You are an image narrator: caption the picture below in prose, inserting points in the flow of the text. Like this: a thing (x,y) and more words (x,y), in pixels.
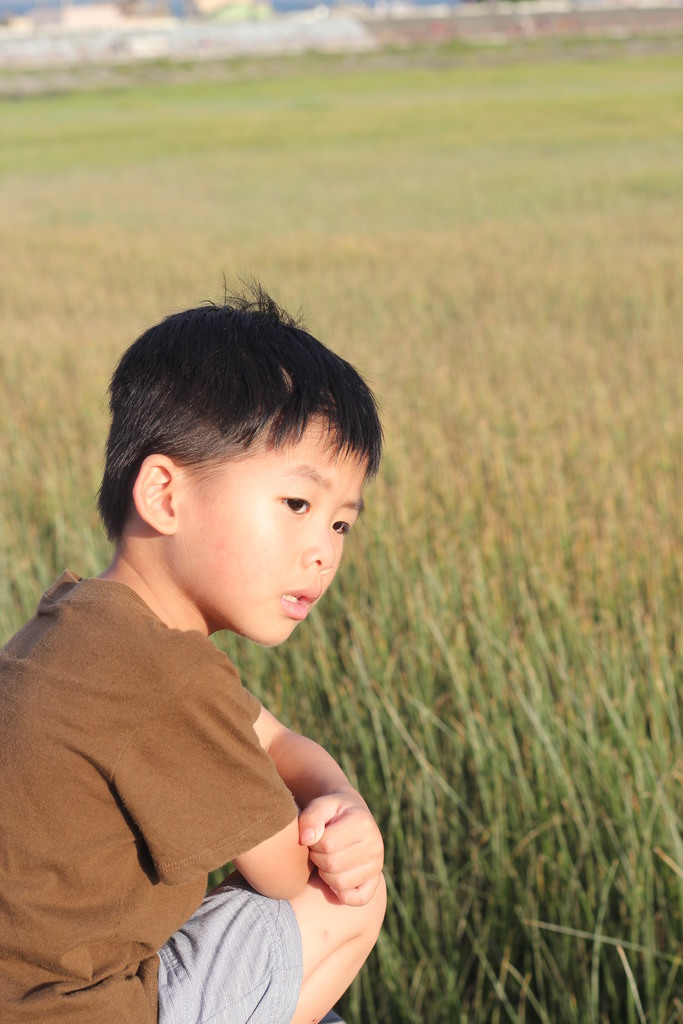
In this image, we can see a crop field (440,308). There is a kid (250,764) in the bottom left of the image (160,824) wearing clothes (167,722).
